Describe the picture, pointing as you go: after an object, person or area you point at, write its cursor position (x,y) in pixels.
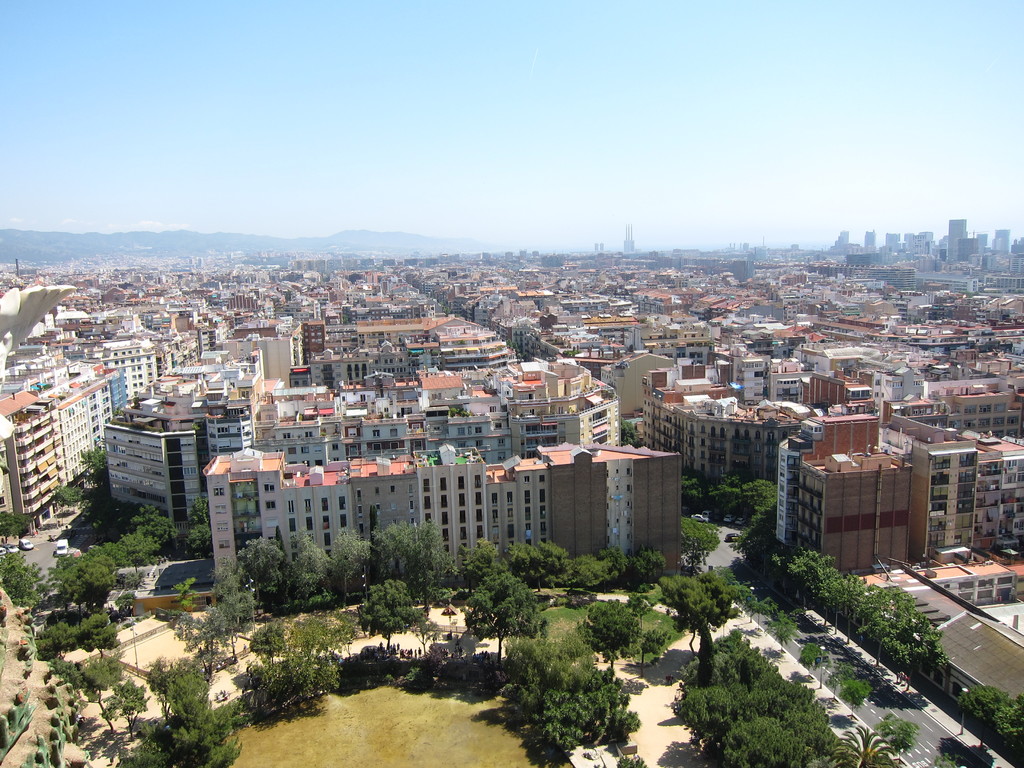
Here we can see buildings (510,431) and trees (280,652). There are vehicles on the road (863,669). In the background (267,202) we can see sky (870,175).
